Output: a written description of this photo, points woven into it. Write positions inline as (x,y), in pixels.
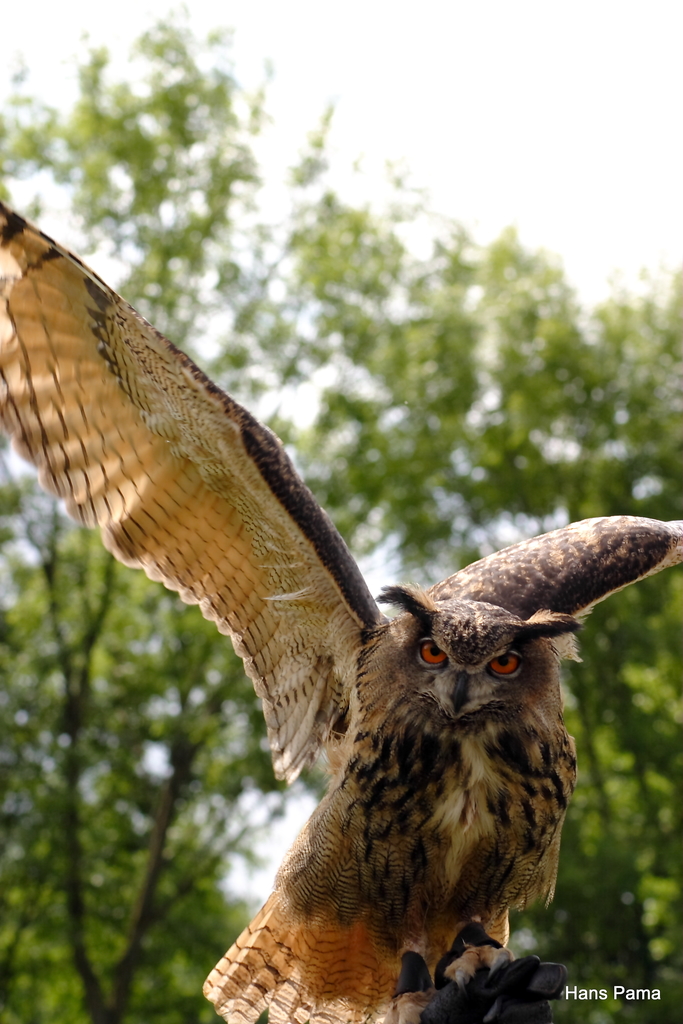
In this image, we can see an owl (561,767), in the background (556,417) there are some green color trees (232,366), at the top (277,293) there is a sky (403,93).
